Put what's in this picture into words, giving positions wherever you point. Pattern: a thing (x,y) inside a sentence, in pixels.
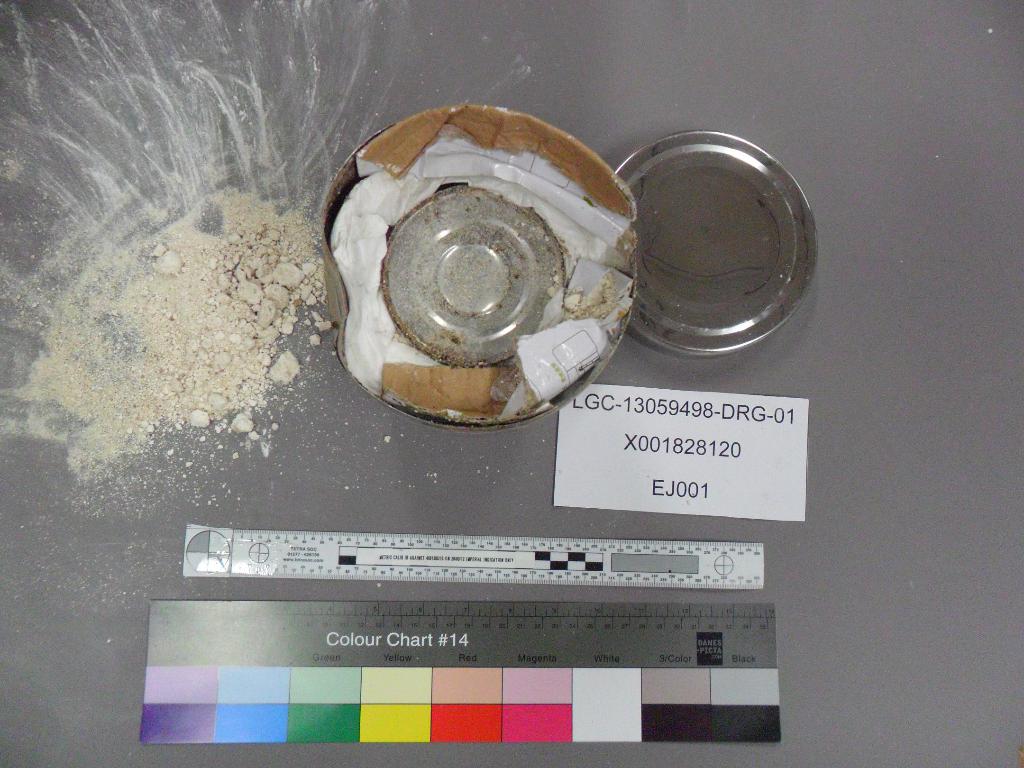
This is a zoomed in picture. In the center (606,302) we can see the plates (657,188), some powder (609,287) and some papers (689,469) are placed on the top of an object (949,154).
